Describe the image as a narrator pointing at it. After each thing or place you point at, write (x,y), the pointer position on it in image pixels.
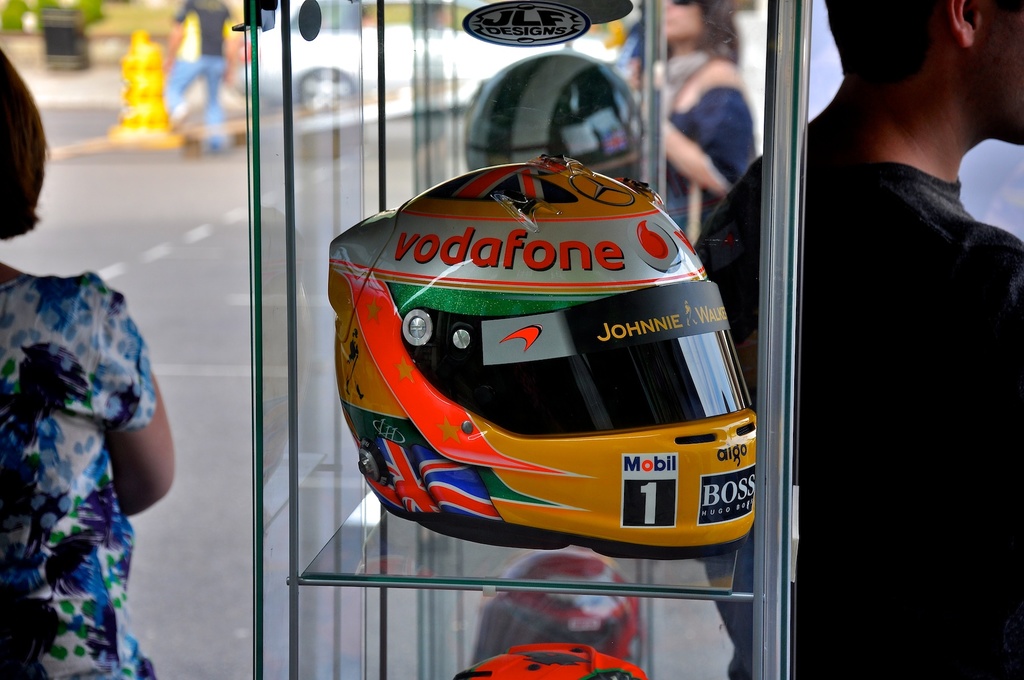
In this image we can see helmets (490,133) on the glass shelf (338,28), we can see a few people (721,73), blurred background (151,16).
